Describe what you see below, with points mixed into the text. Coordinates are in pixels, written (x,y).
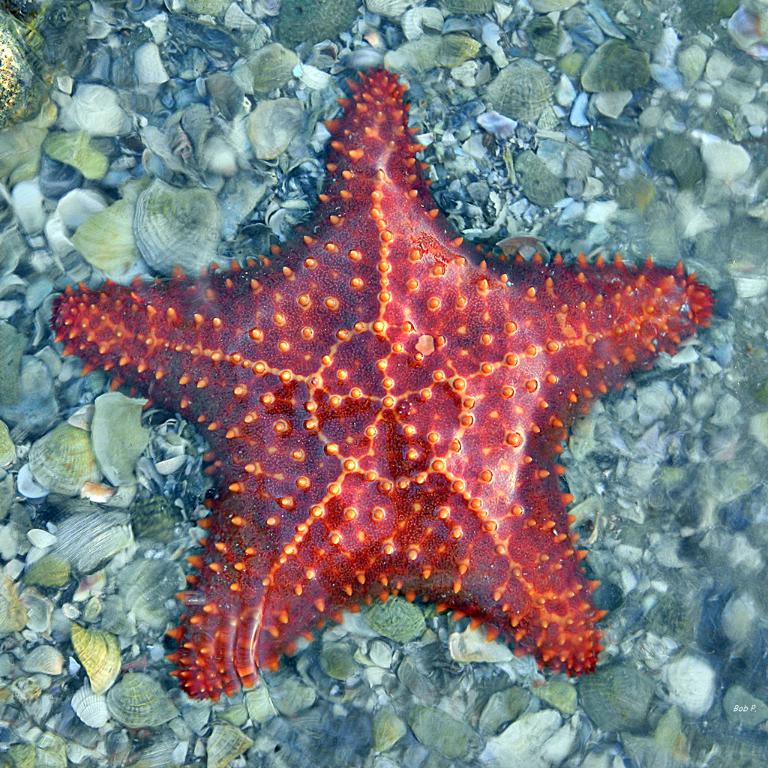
In this picture we can see starfish (268,412) on the shells (129,576).
